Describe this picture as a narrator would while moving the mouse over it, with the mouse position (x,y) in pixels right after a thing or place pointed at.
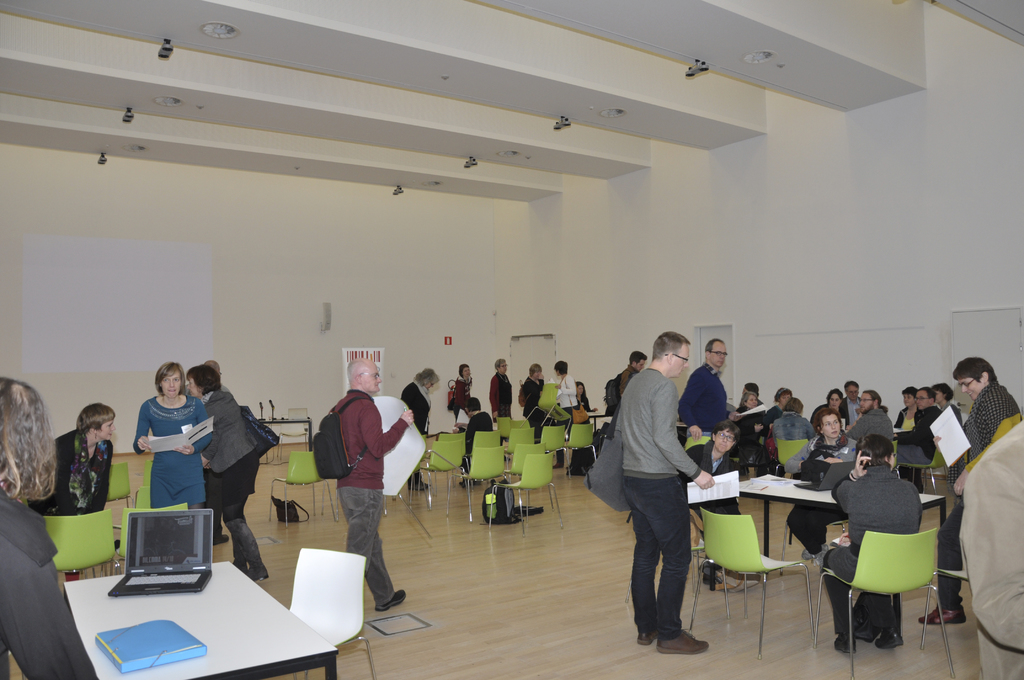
In this image, There is a floor (618,585) which is in brown color, There are some tables (335,647) which are in white color, There are some chairs (527,464) which are in green color, There are some people (852,422) sitting on the chairs (915,466) and there are some people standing and there is a wall (590,252) which is in white color and in the top (313,136) there is a roof (340,66) which is in white color, and some lights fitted in the roof (294,50).
